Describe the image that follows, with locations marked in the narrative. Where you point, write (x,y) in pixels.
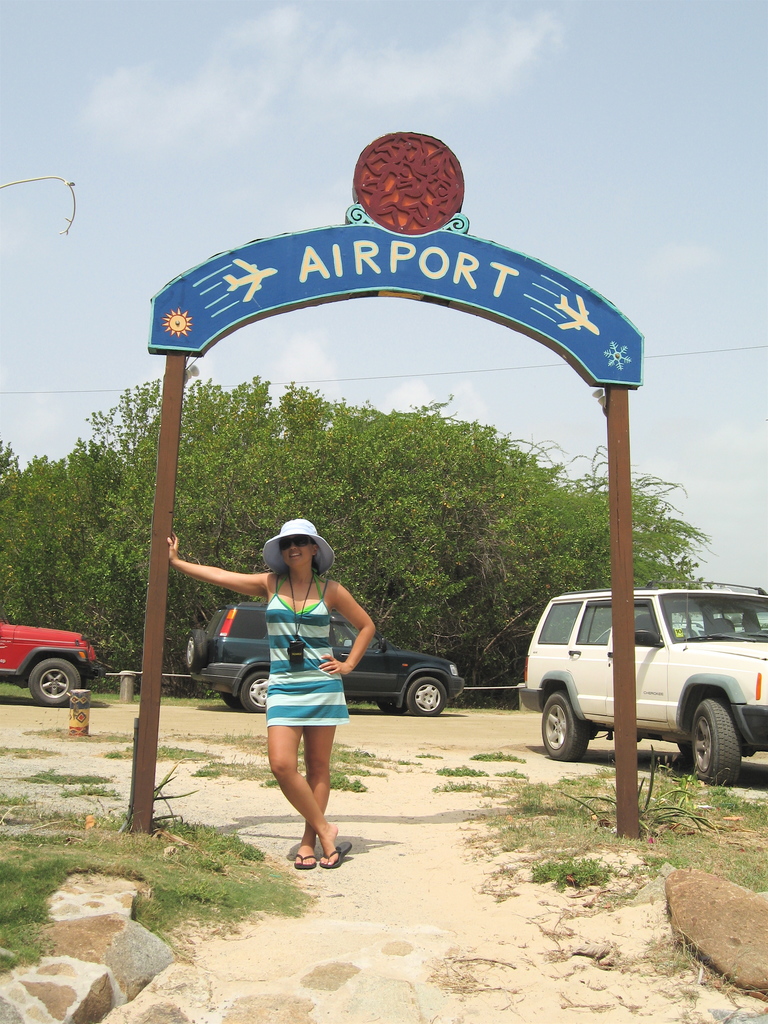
In this picture I can see a woman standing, there is grass (175,759), rocks (732,1016), vehicles (696,746), there is a board (532,291) with poles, there are trees (79,538), and in the background (429,117) there is sky (526,107).
